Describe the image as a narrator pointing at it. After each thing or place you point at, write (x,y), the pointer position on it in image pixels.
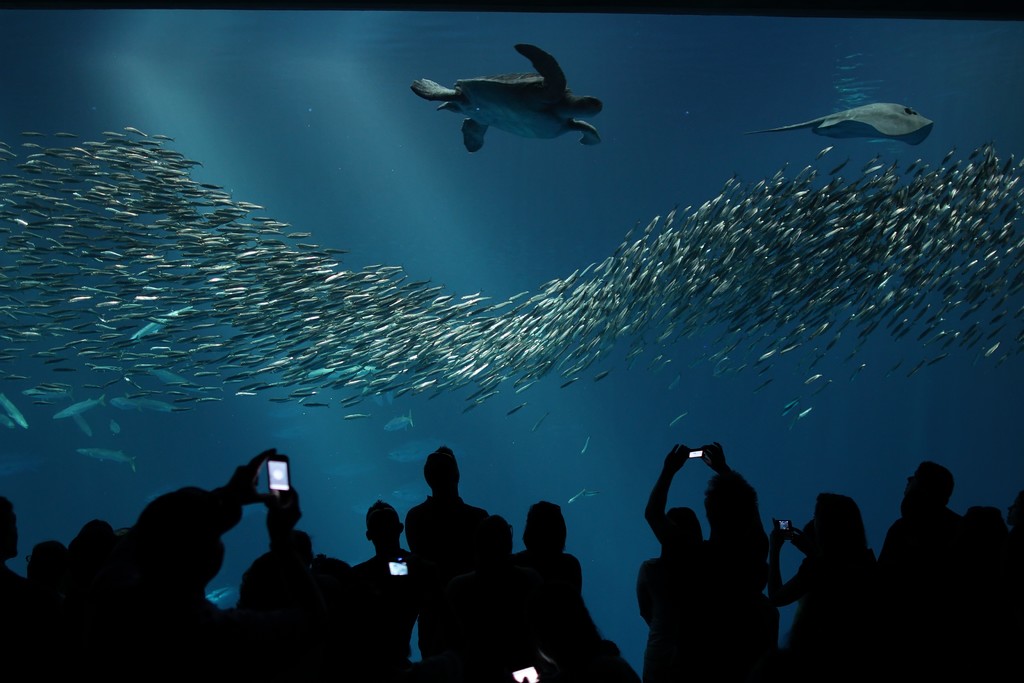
In the foreground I can see a shoal of fishes (277,268) and a tortoise (538,129) in the water (605,255). At the bottom (430,613) I can see a group of people (450,602) are holding mobiles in their hands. This image is taken may be during night.
